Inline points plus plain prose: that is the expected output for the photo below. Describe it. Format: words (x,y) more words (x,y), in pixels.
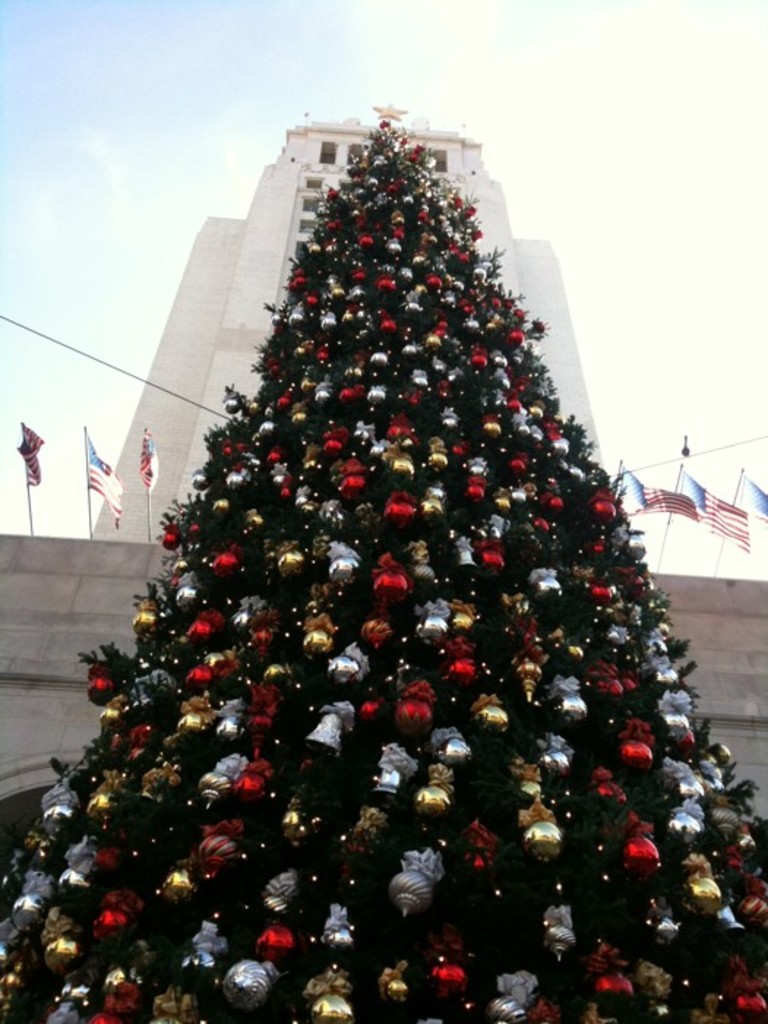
In this image there is a Christmas tree (399,624), behind the Christmas tree (319,513) there are flags (146,486) on the building (139,492).
